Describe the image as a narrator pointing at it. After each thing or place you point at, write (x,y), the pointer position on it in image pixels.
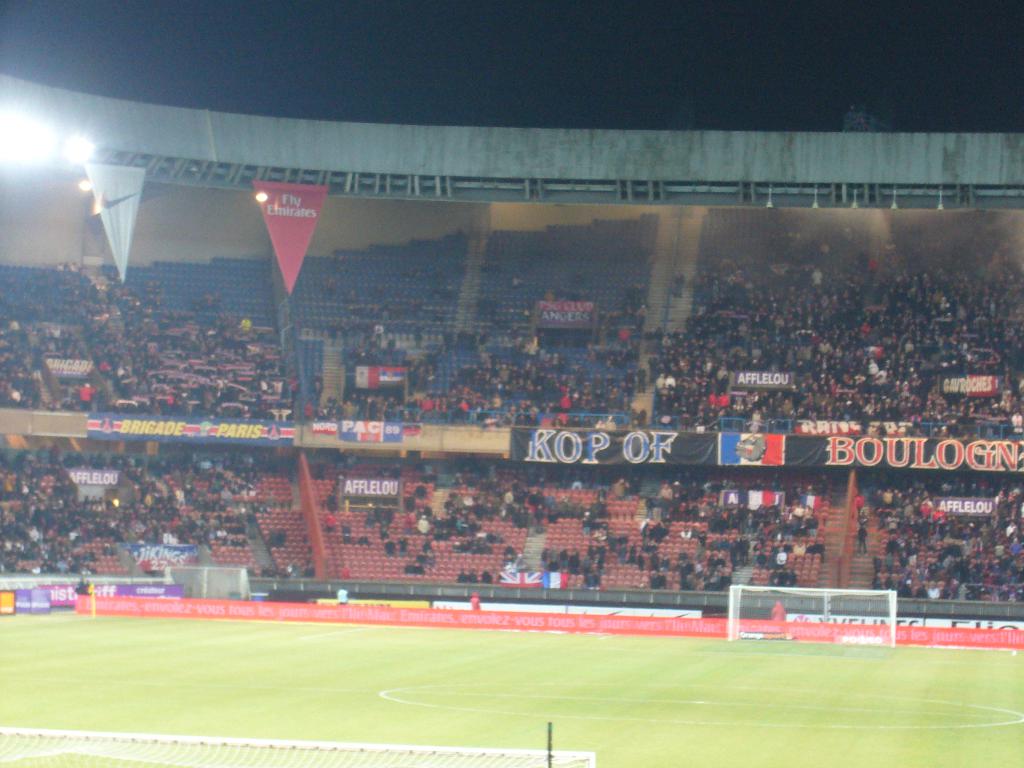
In this image we can see ground (857,721), mesh (810,630), hoardings (711,632), lights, chairs (412,537), and people (970,482). At the top of the image (572,72) it is dark.
